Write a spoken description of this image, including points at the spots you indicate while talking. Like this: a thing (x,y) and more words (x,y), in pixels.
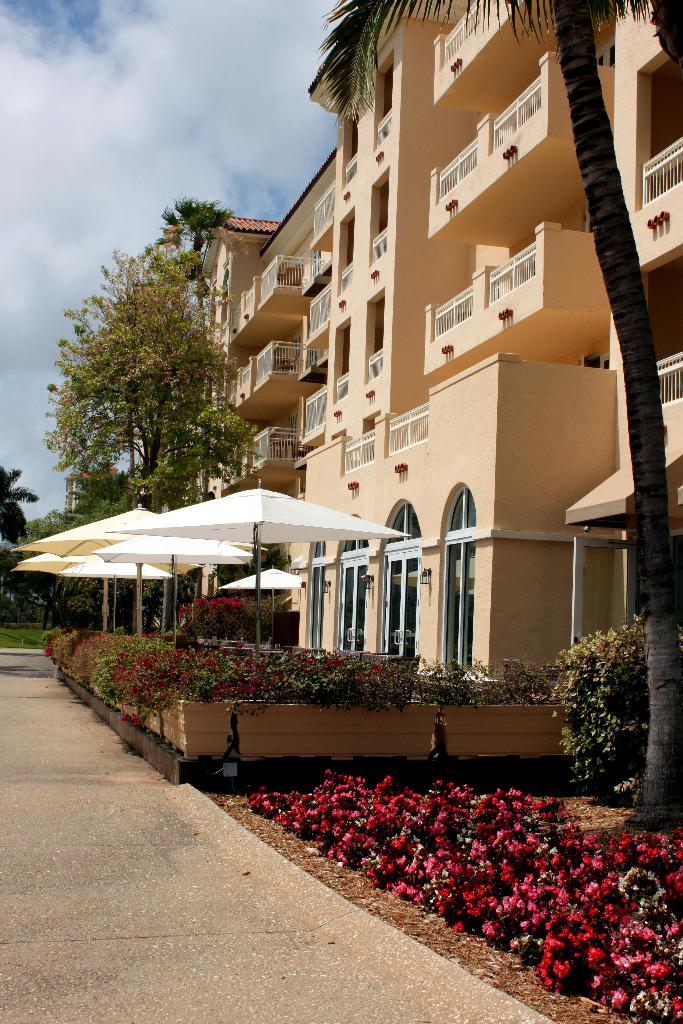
In this image there are buildings (446,413), in front of the umbrella (319,527) there are trees (652,580), plants (624,685) and flowers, above the plants (183,601) there are canopies (133,538). In the background (142,59) there is the sky (152,113).
